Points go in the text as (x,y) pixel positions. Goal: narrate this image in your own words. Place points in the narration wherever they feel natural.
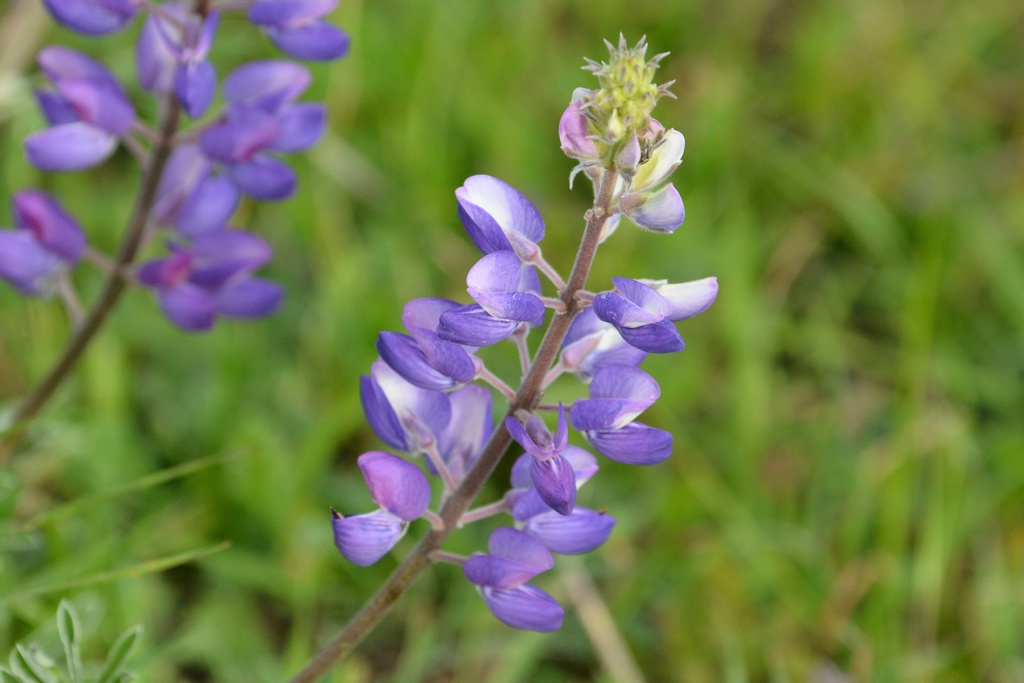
In this picture I can see the flowers (209,192) which are of white and purple in color and I see the green color background (136,174).
